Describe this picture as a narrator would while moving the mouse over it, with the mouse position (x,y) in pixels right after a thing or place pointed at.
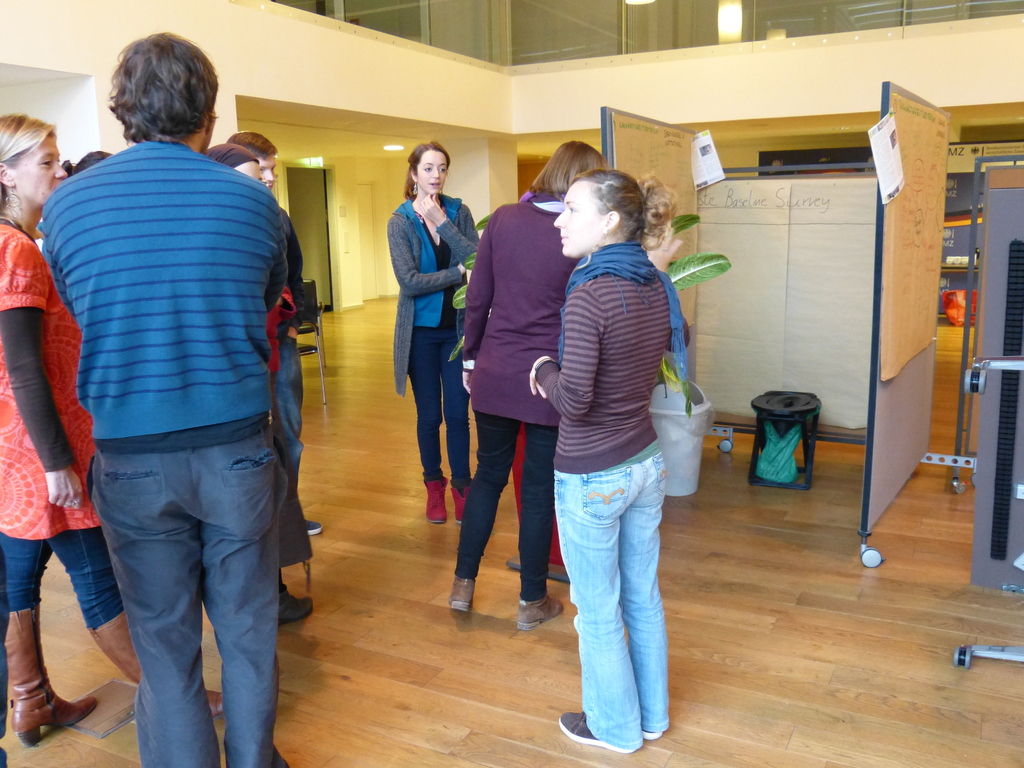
In this image, we can see people (619,344) standing and in the background (893,198), there are boards (656,135), papers (752,330), bins (669,396), stands (962,392), lights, windows (525,42) and there is a wall (865,82). At the bottom (432,678), there is floor (304,627).
